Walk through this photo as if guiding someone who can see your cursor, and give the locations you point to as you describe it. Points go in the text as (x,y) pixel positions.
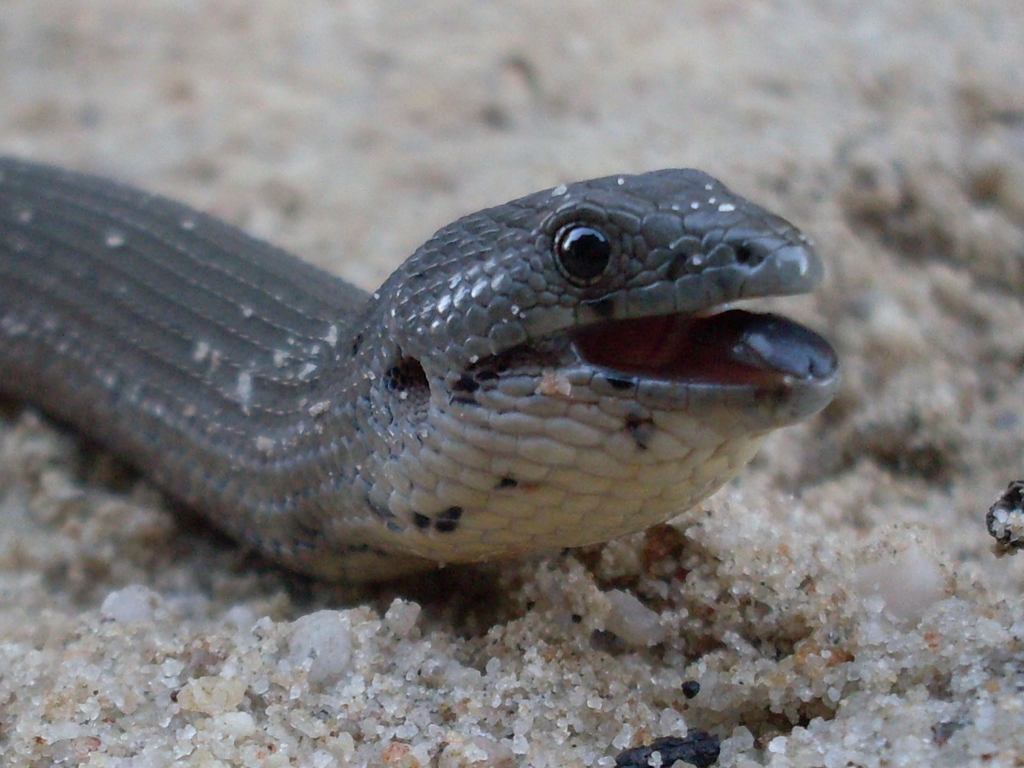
There is a snake (546,425) and there is sand (652,578) under it.
